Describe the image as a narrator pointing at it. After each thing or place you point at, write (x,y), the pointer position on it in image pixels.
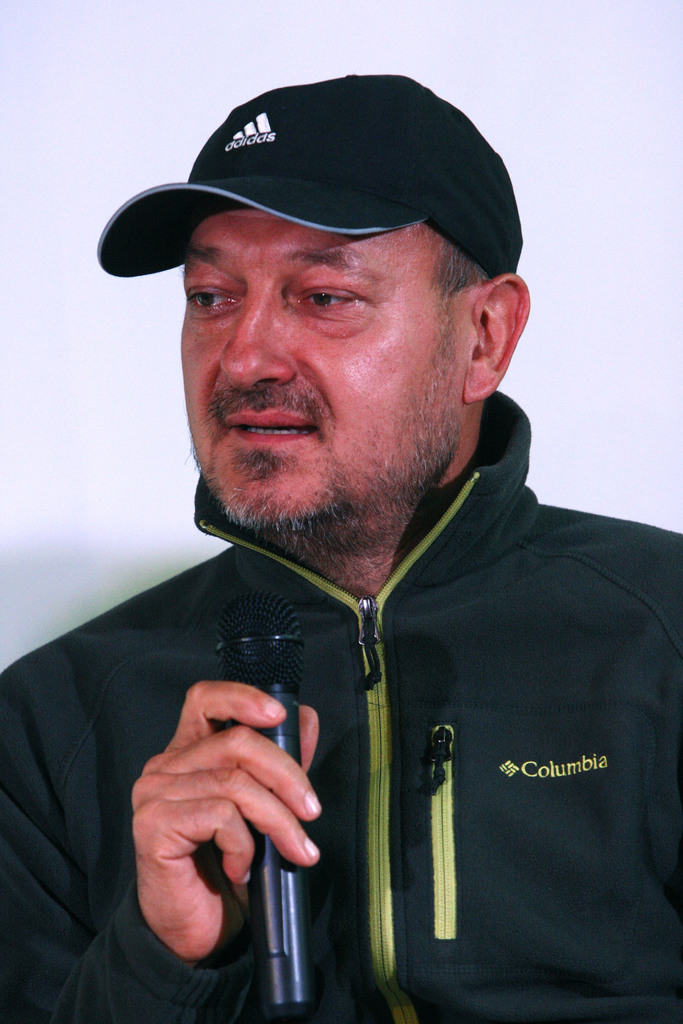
In the picture I can see a man (336,614) is holding a microphone (229,655) in the hand (238,713). The man (332,580) is wearing a jacket (445,743) and black color cap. The background of the image (622,424) is white in color.
